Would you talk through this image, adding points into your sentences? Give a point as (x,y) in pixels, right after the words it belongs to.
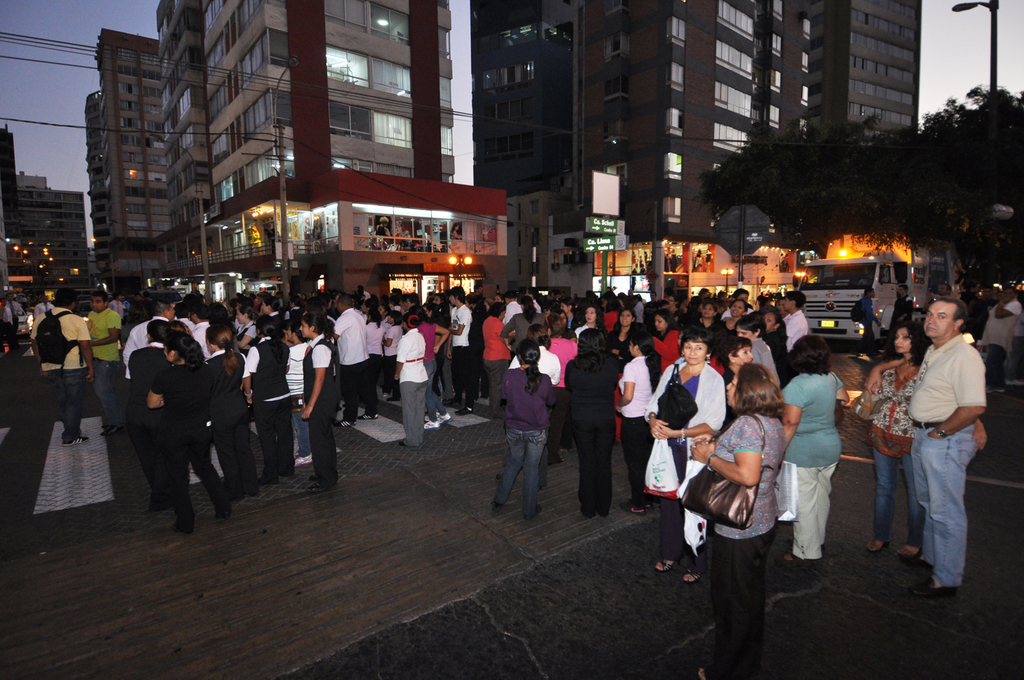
In the image there are many people (421,359) standing on the road (641,554) and behind there are buildings (317,176) all over the image with trees (889,216) on the right side (801,188) and above its sky (953,60).
